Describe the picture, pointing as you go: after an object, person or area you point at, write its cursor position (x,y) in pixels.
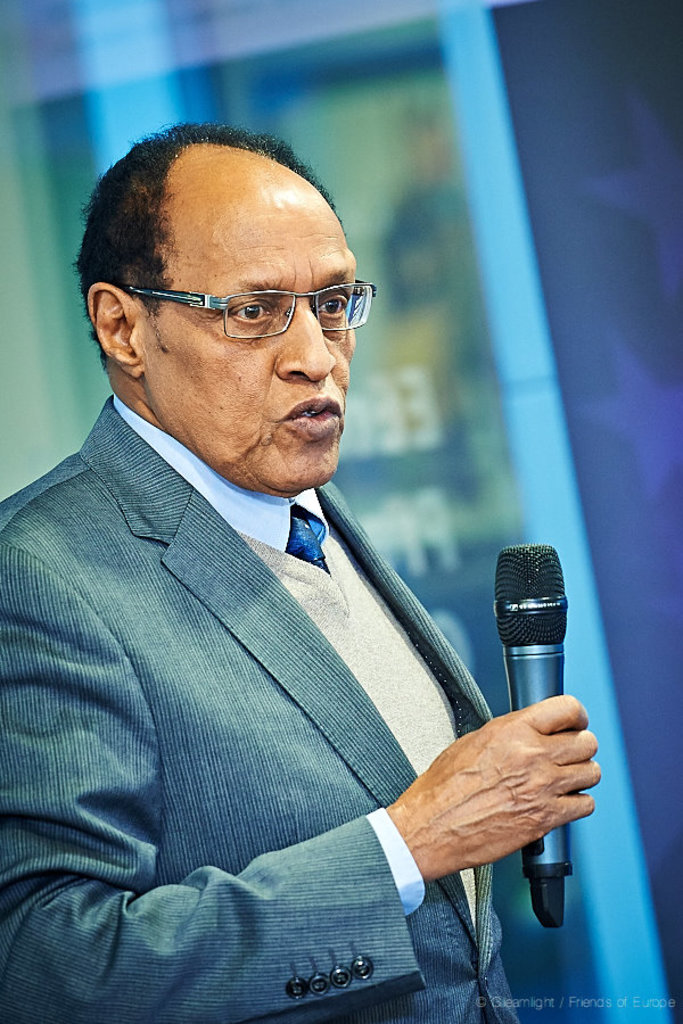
In this image, There is a old man (142,861) standing and he is holding a microphone (552,680) which is in black color he is speaking in the microphone (515,679), In the background (518,389) there is a blue color wall (512,231).
